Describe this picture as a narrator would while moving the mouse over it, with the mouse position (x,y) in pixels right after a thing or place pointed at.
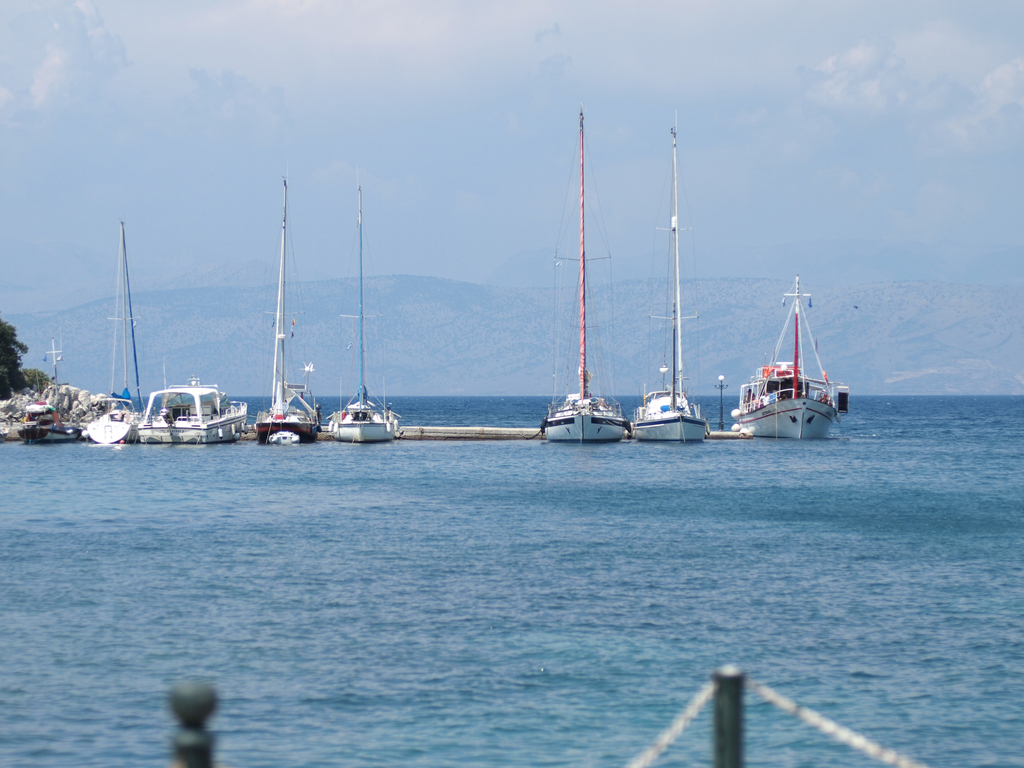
Here we can see ships (604,408) on the water (641,556). There are trees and a mountain (334,348). In the background (789,223) there is sky (520,134).
